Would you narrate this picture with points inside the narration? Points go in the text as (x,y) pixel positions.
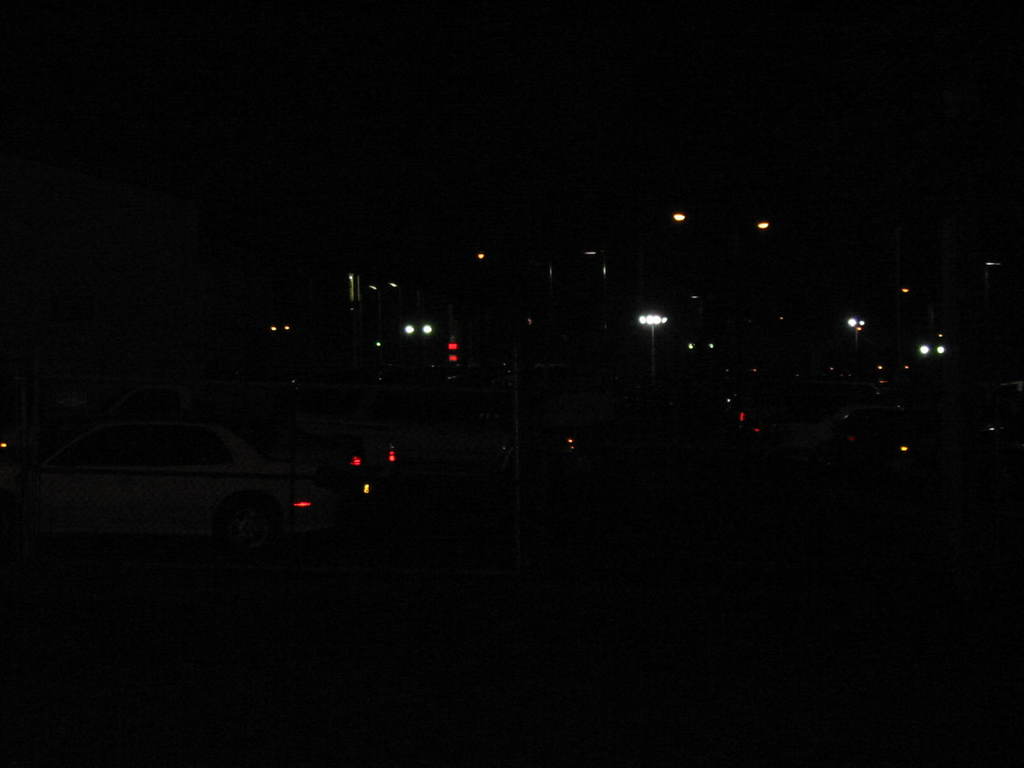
In this picture there is a car (190,430) on the left side of the image (126,501) and there are lamp poles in the image.
